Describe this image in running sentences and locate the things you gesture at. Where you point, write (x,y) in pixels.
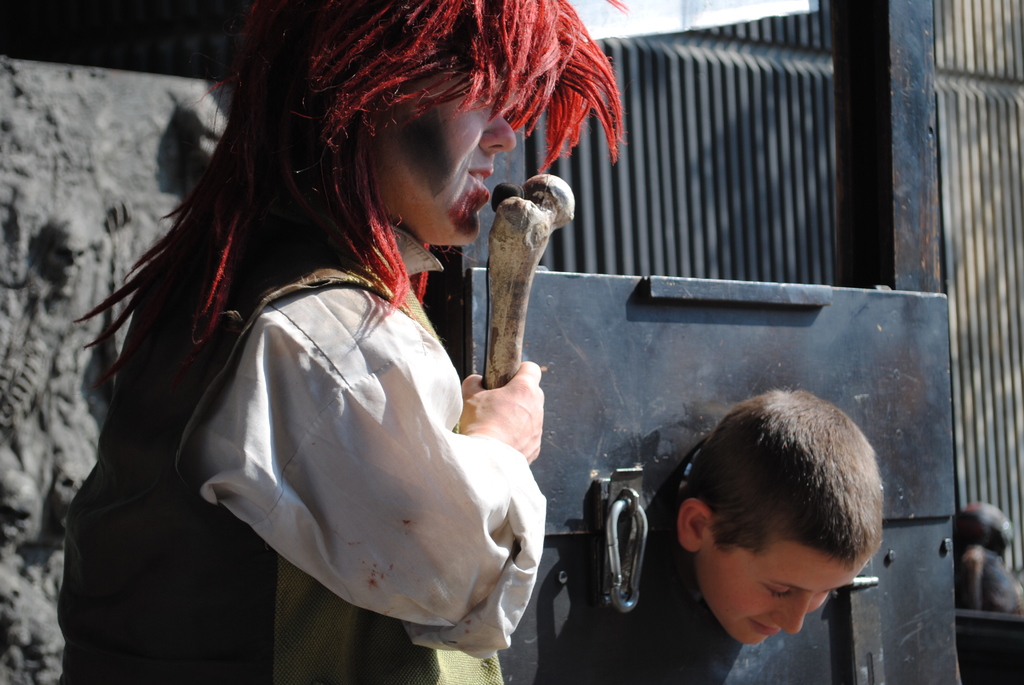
In this image there is a person (456,428) holding a bone (514,240) in his hand (492,391). Beside him there is a box (765,330) having a person head (765,504) keeping it outside of the box (653,520). Right side (855,179) there is a pole (853,165). Behind there is a grill (733,150). Left side (41,448) there is a wall (133,246) having sculptures (42,271) on it.
